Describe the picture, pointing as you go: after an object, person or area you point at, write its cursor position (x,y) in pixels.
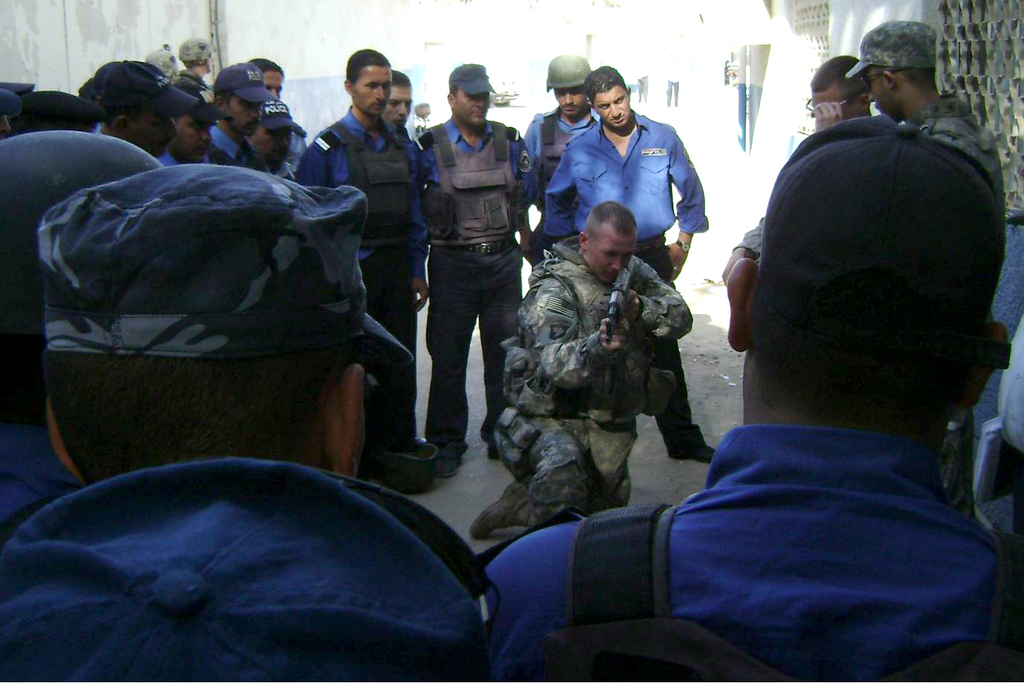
In this image I can see number of people (434,252) and I can see all of them are wearing uniforms (588,589). I can see most of them are wearing caps (280,195) and few are wearing helmets (567,66). Here I can see he is holding a gun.
